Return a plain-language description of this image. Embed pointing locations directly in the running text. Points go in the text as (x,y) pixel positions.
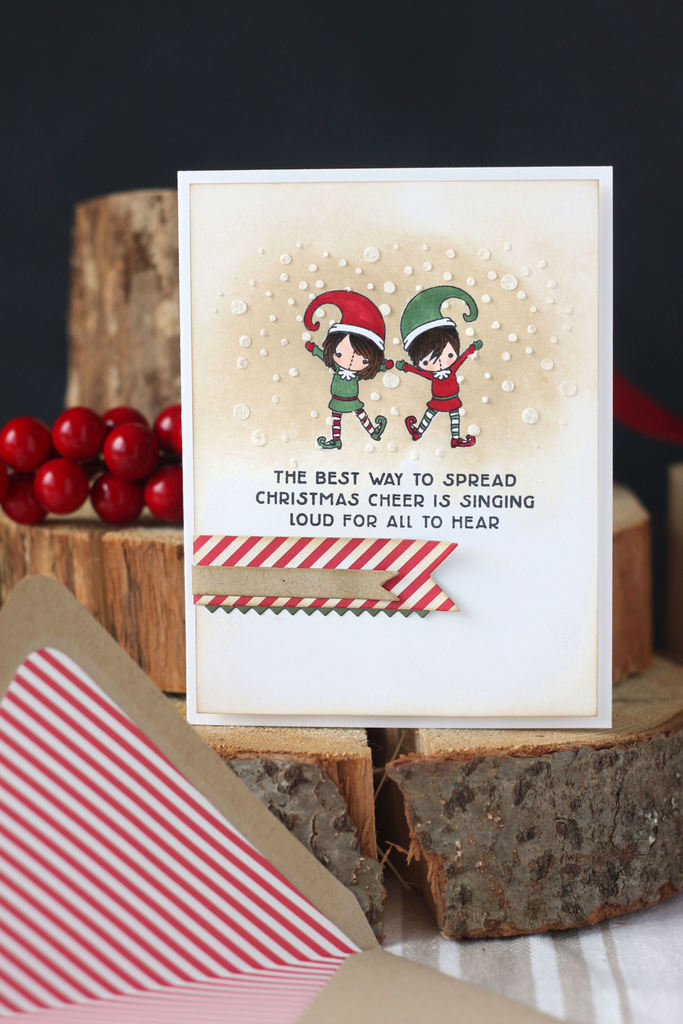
On the right side (587,380) it is a greeting card (409,574) with the boy (403,337) and girl (334,368) are dancing, on the left side (122,418) there are red color fruits (114,462).
